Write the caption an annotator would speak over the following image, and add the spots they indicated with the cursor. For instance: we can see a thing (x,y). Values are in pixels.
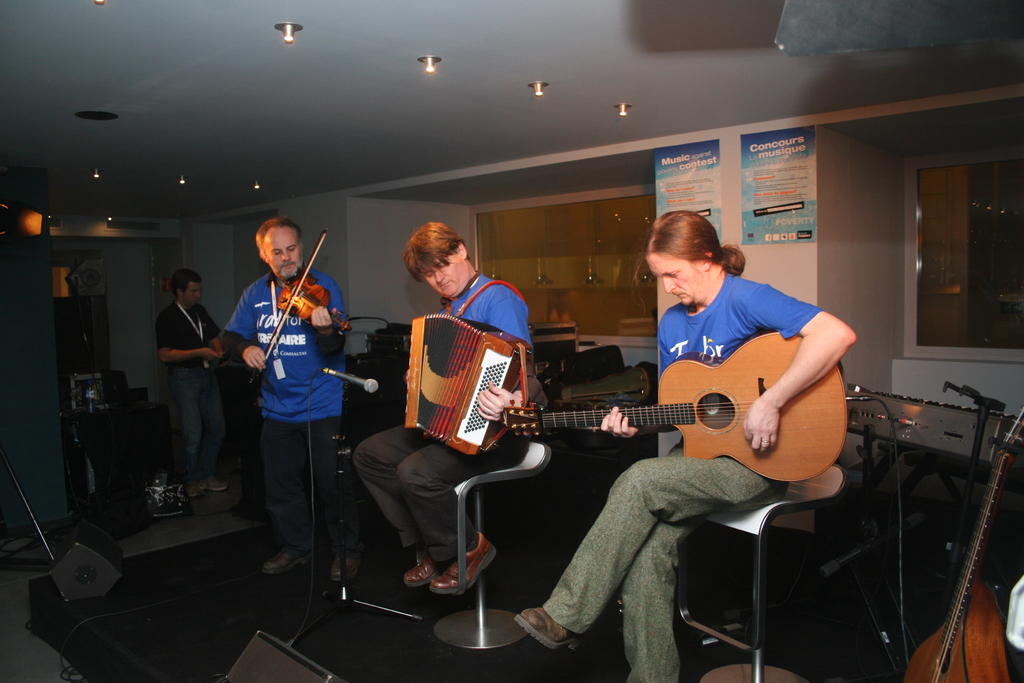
These persons (742,269) are sitting on a chair (689,615) and playing musical instruments (638,417). This person (315,399) is standing and playing a violin (289,301). Far the other person (209,336) is standing. On top (275,28) there are lights (288,35). A posters (783,178) on wall (823,238). These are musical instruments (942,404). This is a box (92,578) on stage (157,620).
